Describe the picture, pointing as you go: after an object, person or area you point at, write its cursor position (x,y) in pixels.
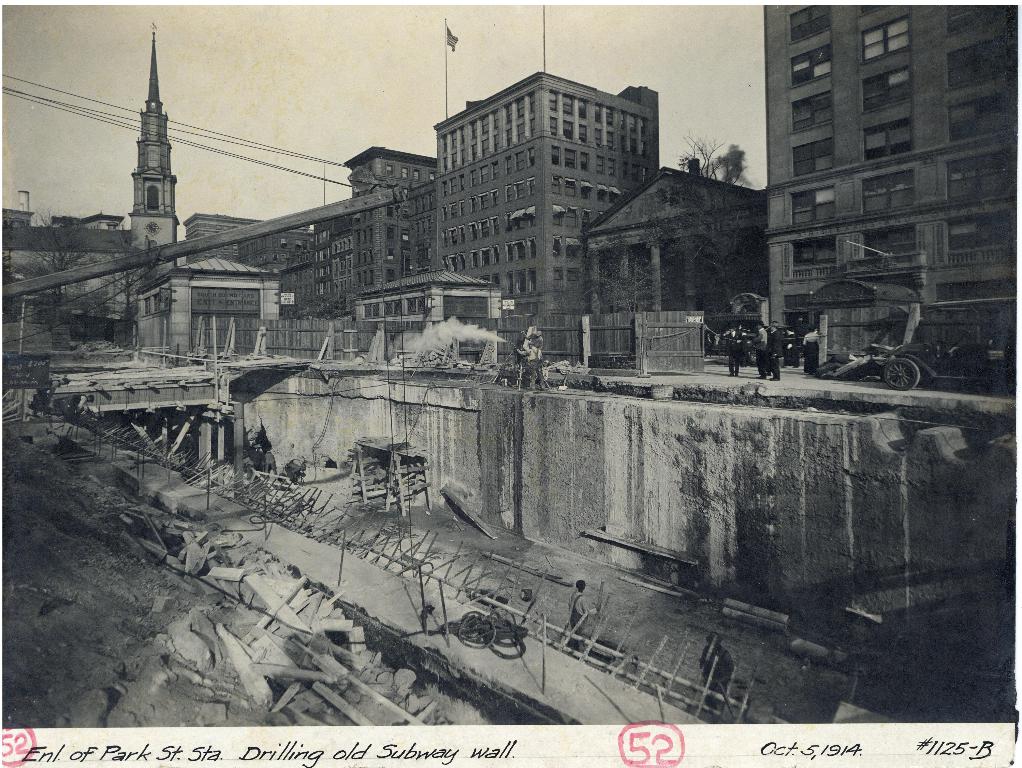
This is a black and white image where we can see people (589,606), buildings (578,235), trees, wires (266,164) and a flag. At the top of the image (398,39), we can see the sky (738,83). At the bottom of the image (409,657), we can see a land (98,587) and wooden planks (325,655). We can see some text (830,747) at the bottom of the image (927,756).
